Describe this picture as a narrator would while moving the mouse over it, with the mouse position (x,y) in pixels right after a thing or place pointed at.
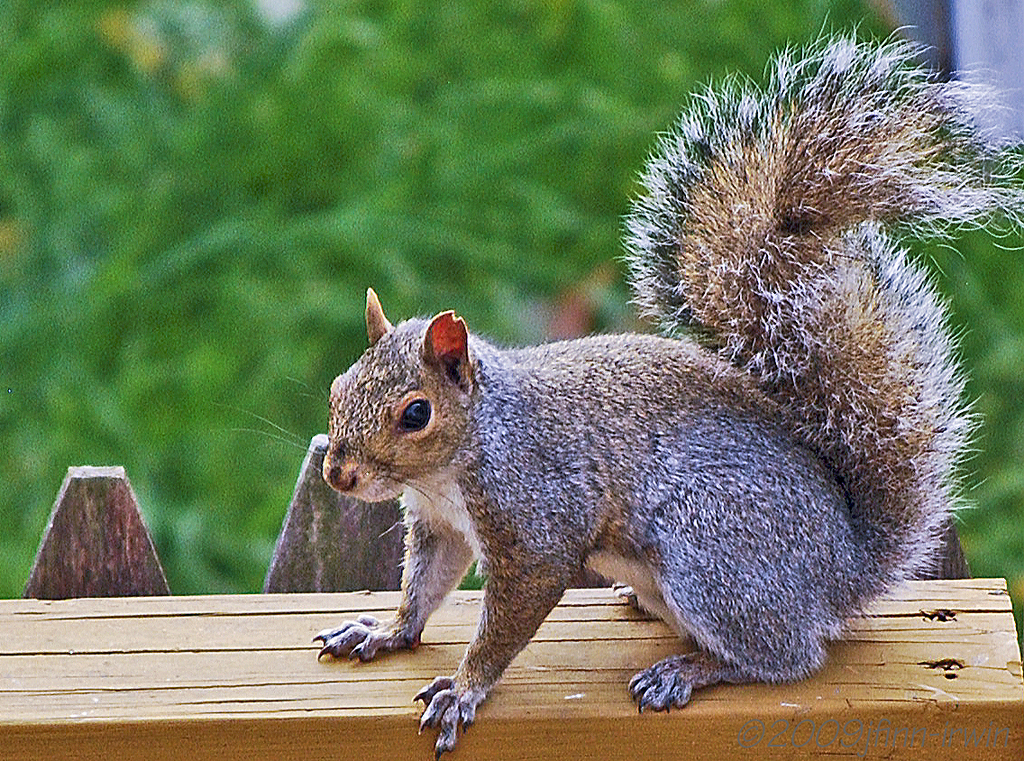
This is the picture of a squirrel (425,490) which is on the wooden floor (867,734) and behind there are some plants (120,285).
